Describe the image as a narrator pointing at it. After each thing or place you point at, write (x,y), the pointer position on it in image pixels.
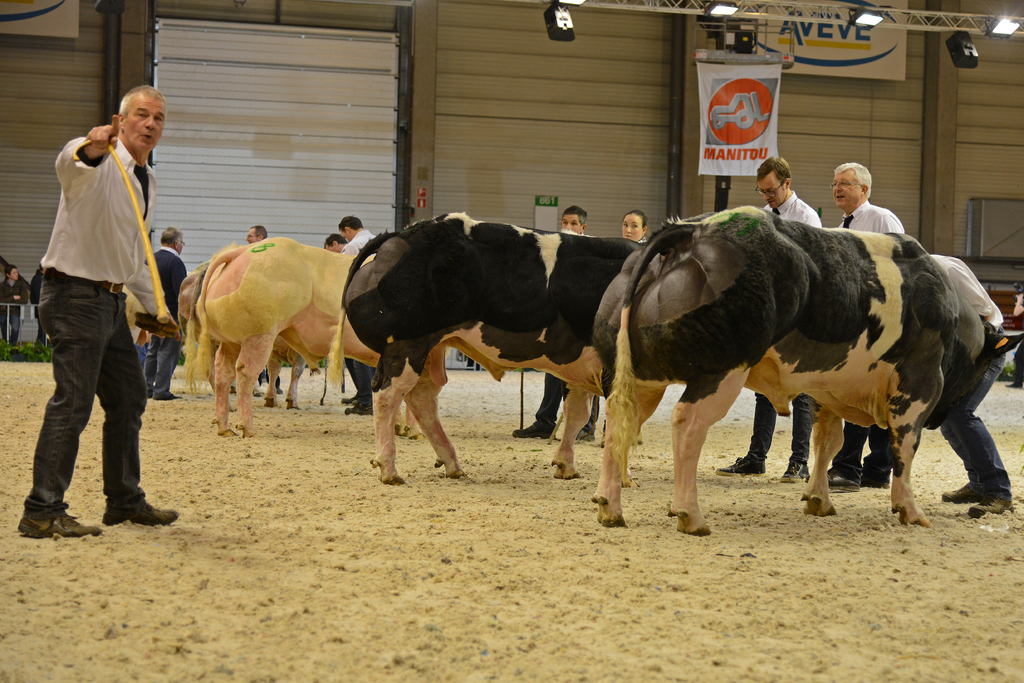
In this picture we can see a group of people (742,465) and animals (681,474) on the ground (707,470) and in the background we can see a banner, boards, wall (15,254), lights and some objects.
